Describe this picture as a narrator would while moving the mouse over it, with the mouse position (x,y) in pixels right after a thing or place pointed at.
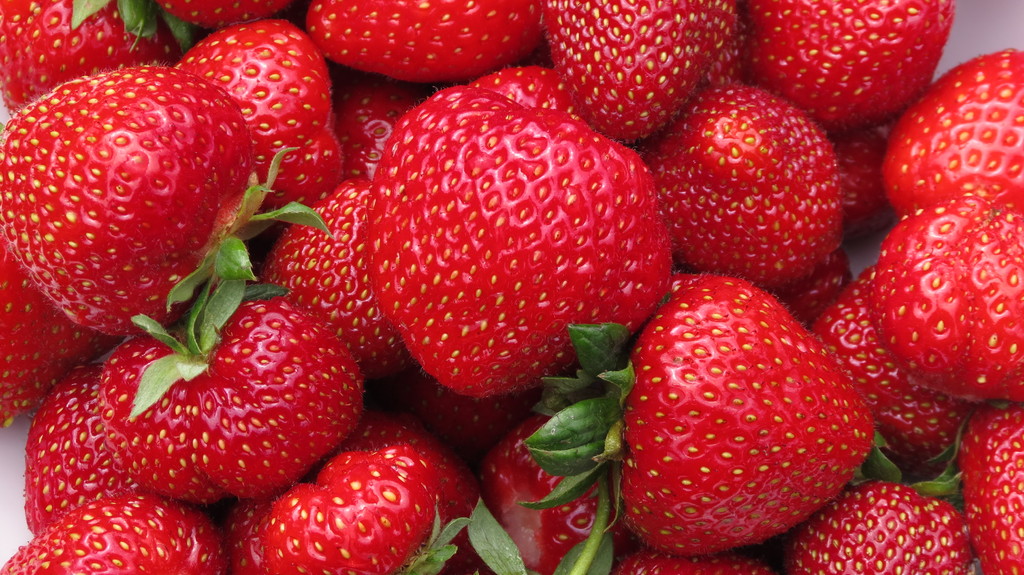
In this image I can see number of red colour strawberries (530,273).
